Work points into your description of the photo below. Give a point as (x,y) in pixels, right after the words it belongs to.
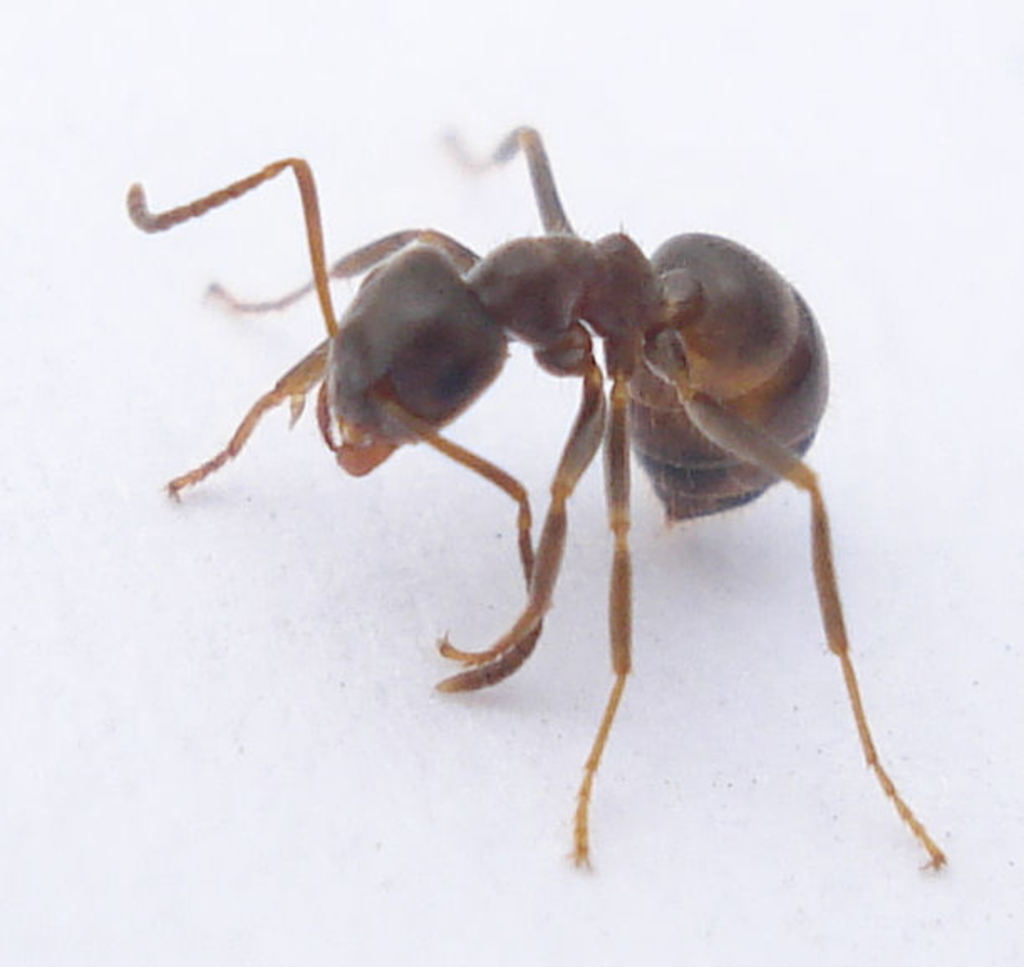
In this image I can see there is an ant (793,410). And there is a white background (939,768).
